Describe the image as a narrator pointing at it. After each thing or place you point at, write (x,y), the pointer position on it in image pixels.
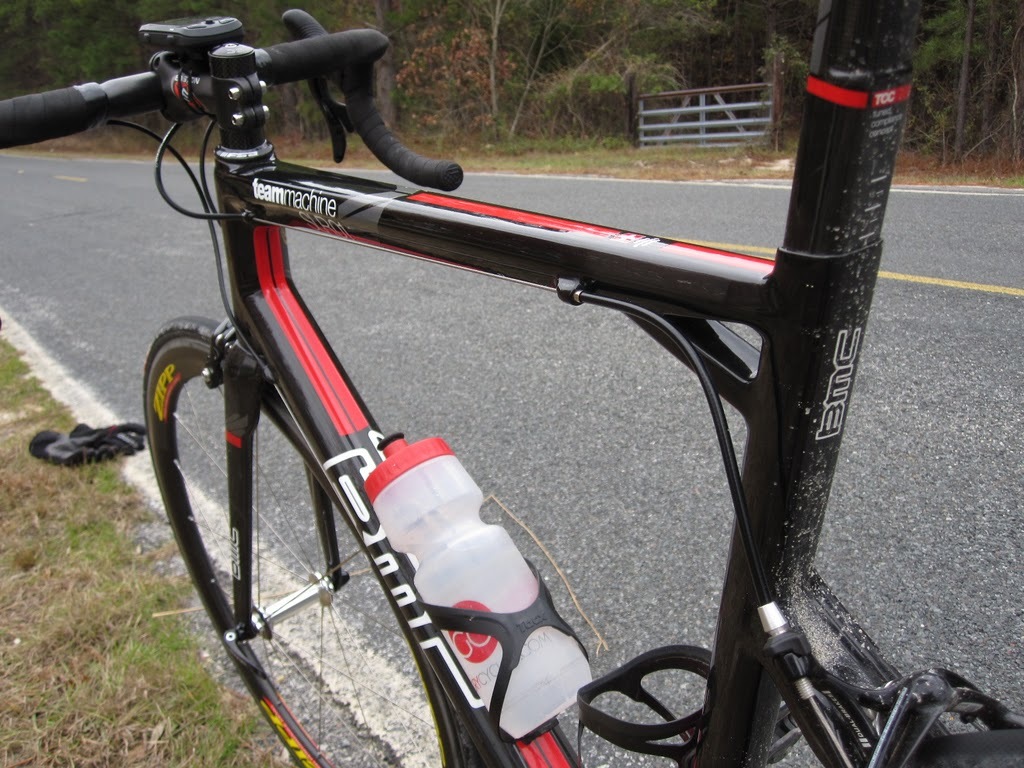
In the image there is a cycle (356,461) parked beside a road (278,655) and around the road (306,709) there are many trees (478,73) and grass (23,510).
